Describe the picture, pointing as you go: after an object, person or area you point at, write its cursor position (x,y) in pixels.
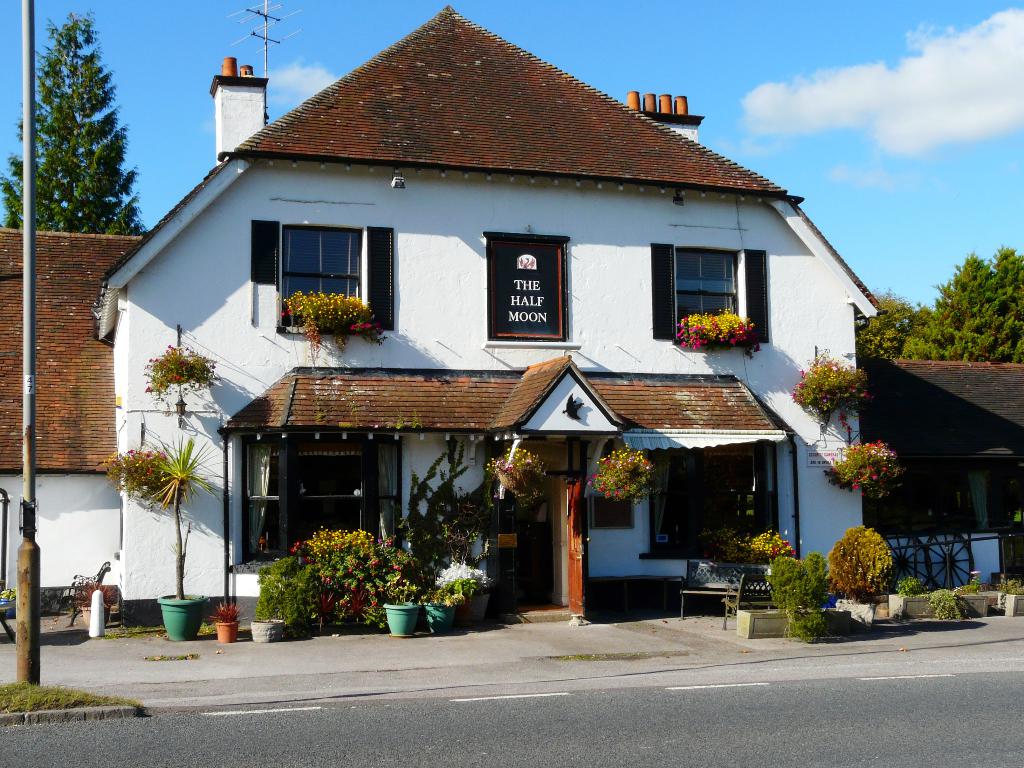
In the image there is a store (292,363), it is in the shape of a house (396,344) and it has many windows (707,262) and in front of the store (571,432) there are many plants (436,586) and there are two benches (701,586) on the right side (700,568), there is a road (507,711) in front of the store (835,493) and around the store (308,170) there are few trees (963,273).
